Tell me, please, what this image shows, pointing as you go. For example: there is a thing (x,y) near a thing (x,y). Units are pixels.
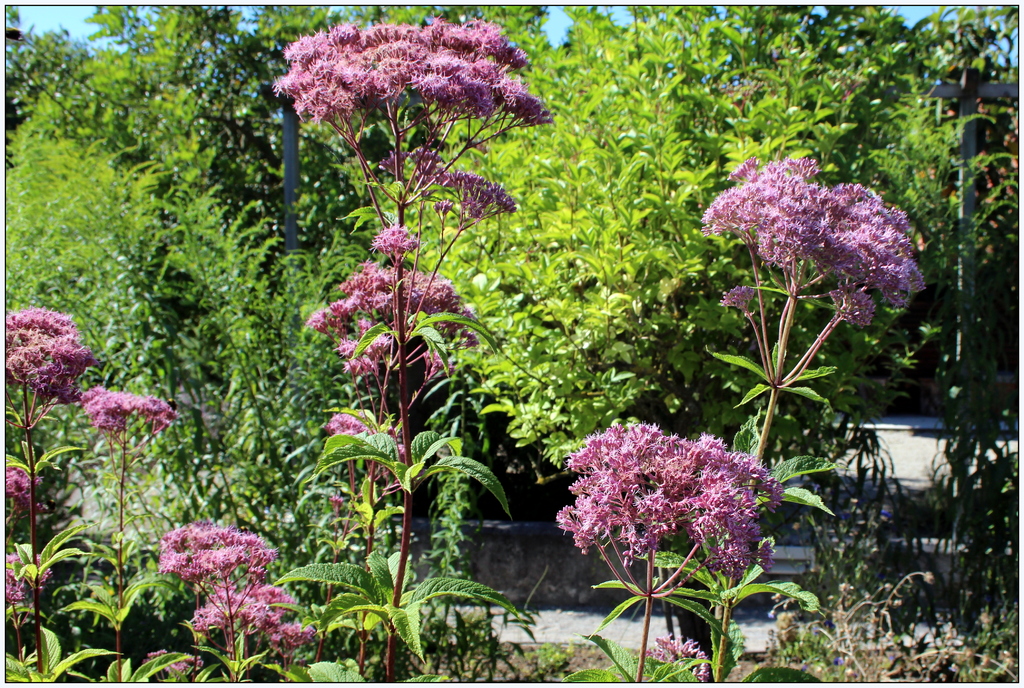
Here we can see plants (698,562), flowers (710,457), trees (545,176), and poles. In the background (564,28) we can see sky (27,8).
